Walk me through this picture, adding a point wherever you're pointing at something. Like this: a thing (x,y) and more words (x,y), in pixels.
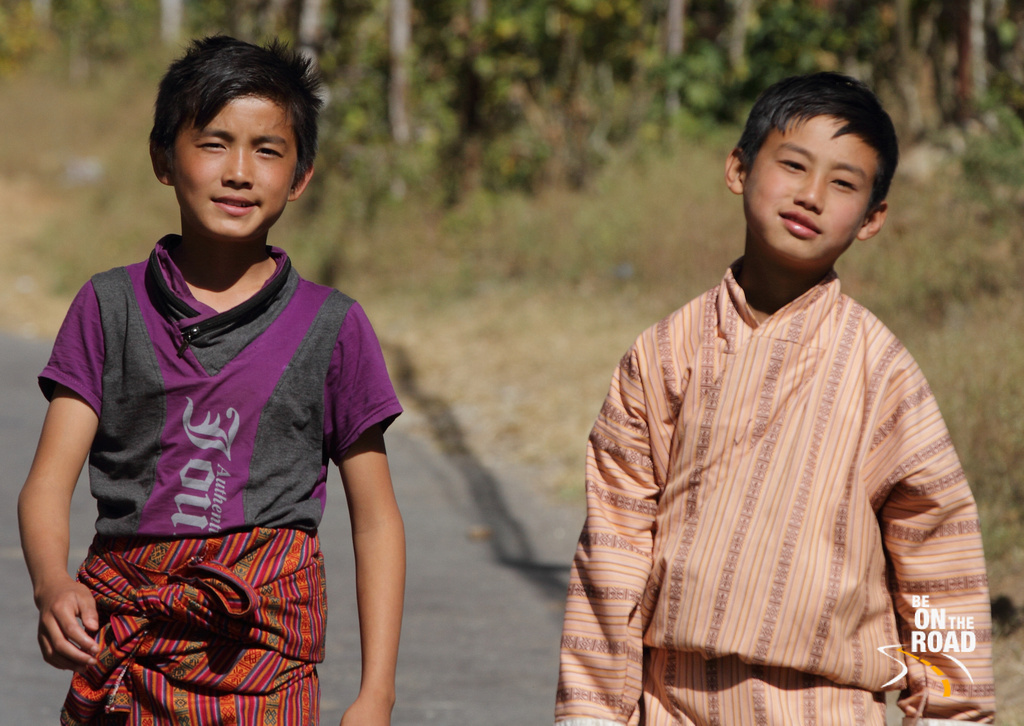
There are two boys (236,418) standing and smiling. In the background (492,91), I can see the trees (581,135). This is the watermark (934,634) on the image.
